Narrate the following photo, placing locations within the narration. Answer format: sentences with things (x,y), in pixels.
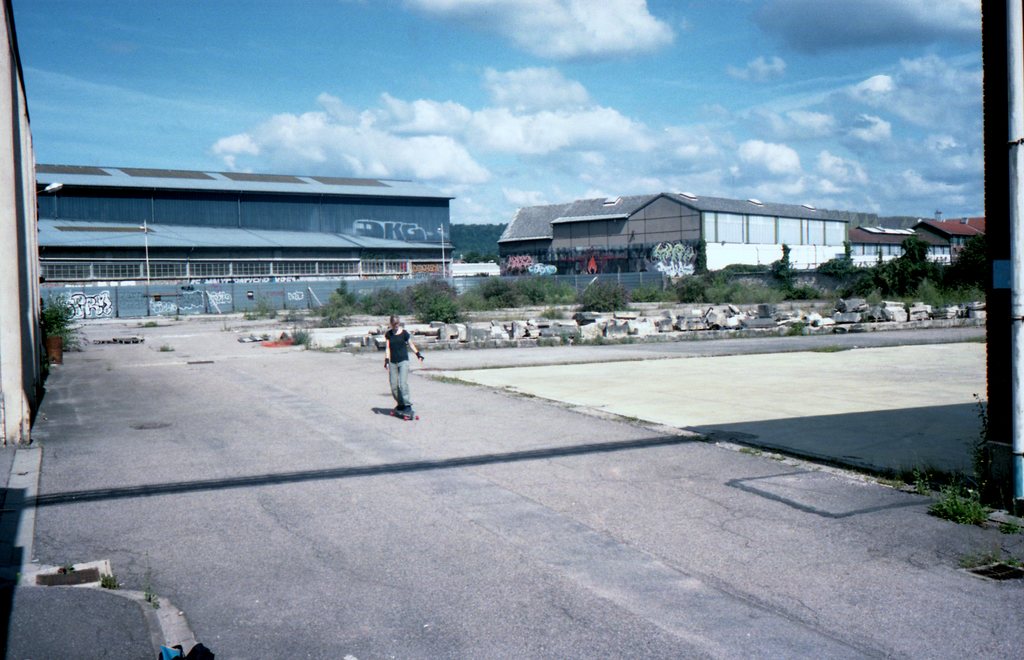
In this image there are potted plants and wall (5,195) on the left (30,324) and right corner (1006,361). There is a road (535,535) at the bottom (670,590). There is a person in the foreground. There are small rocks (628,330), trees (601,287) and buildings (876,235) in the background (591,336). And there is sky (91,69) at the top (510,206).
